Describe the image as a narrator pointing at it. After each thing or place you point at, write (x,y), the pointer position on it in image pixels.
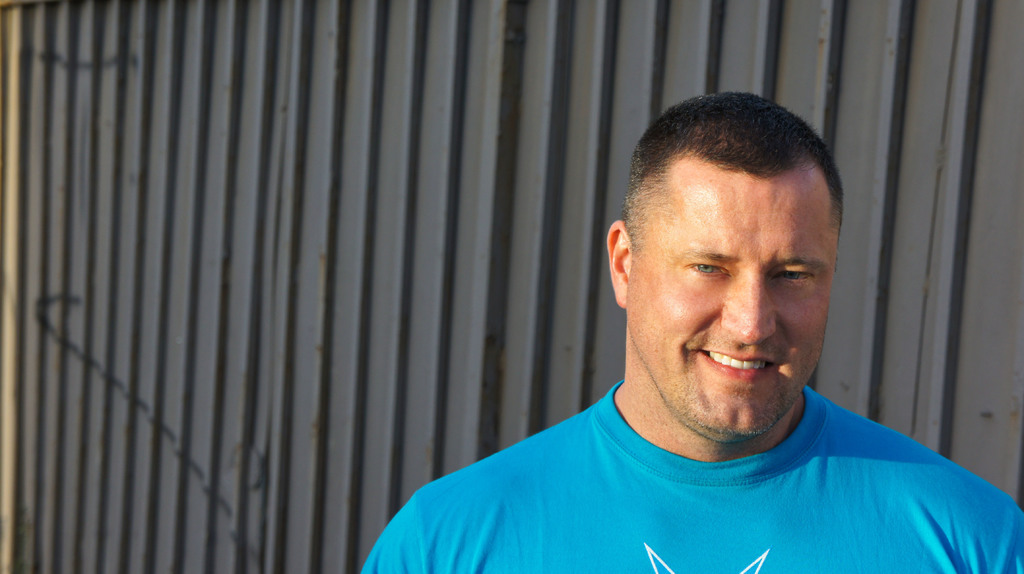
On the right side (853,524), there is a person (836,489) in a blue color t-shirt (640,483), smiling. In the background (510,188), there is a wall (941,83). And the background (978,69) is gray in color.
